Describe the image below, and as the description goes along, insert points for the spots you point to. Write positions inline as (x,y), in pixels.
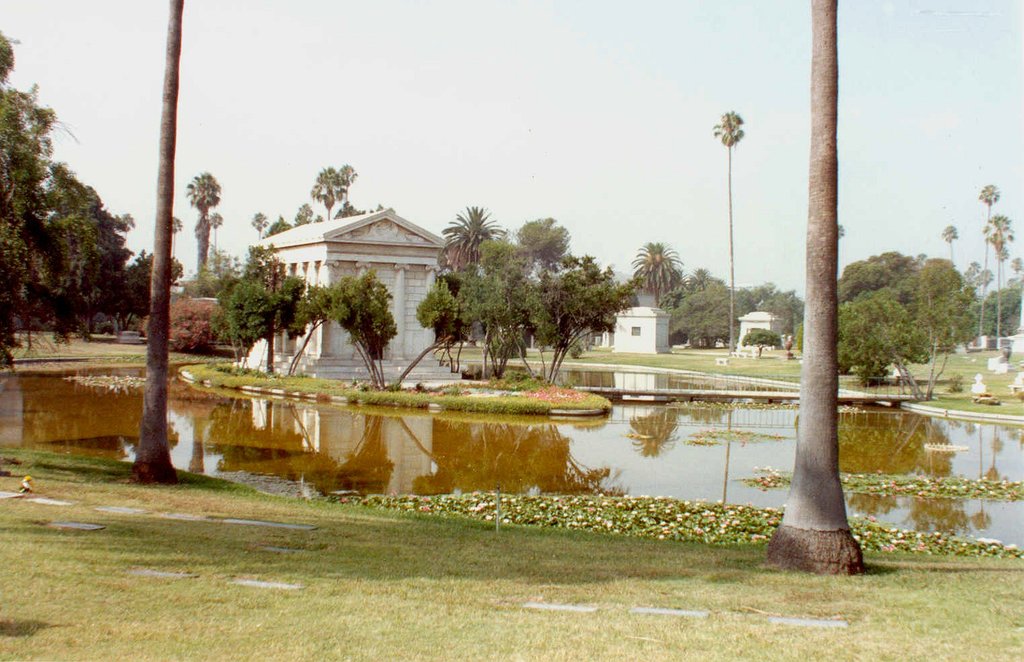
This is water (558,455). Here we can see trees (231,293), plants (196,321), and houses (373,281). This is grass (418,562). In the background (624,108) there is sky (630,134).
